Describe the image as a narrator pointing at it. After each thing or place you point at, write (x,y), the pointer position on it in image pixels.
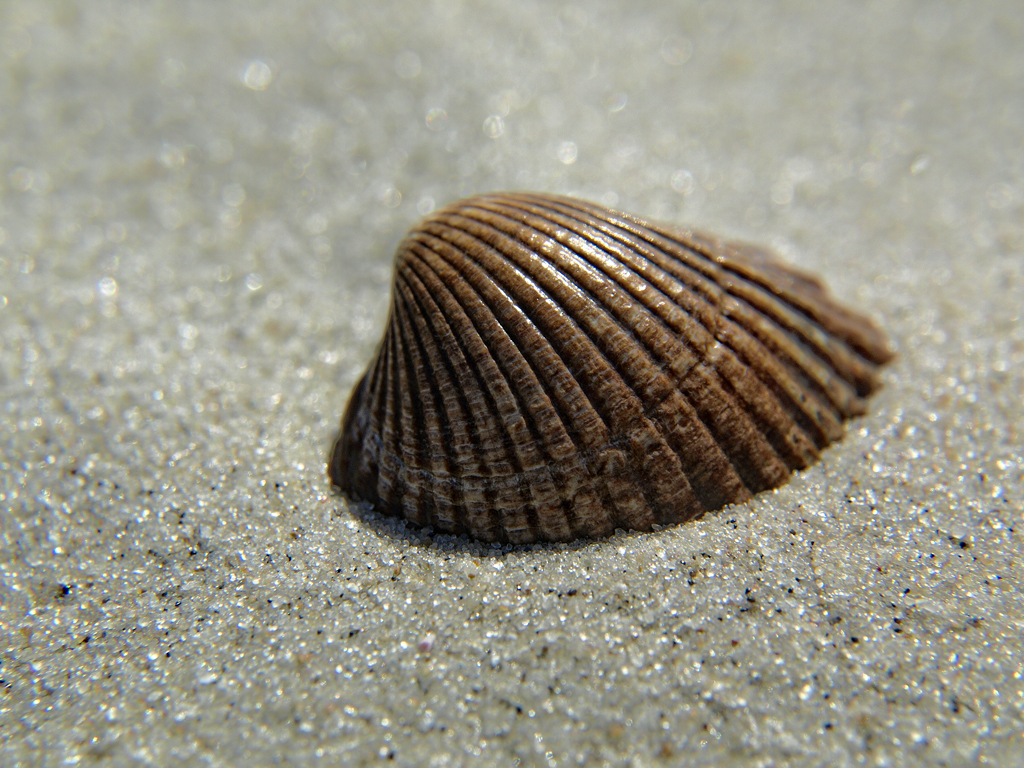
Here there is sea shell (582,381) in the sand (958,414).
